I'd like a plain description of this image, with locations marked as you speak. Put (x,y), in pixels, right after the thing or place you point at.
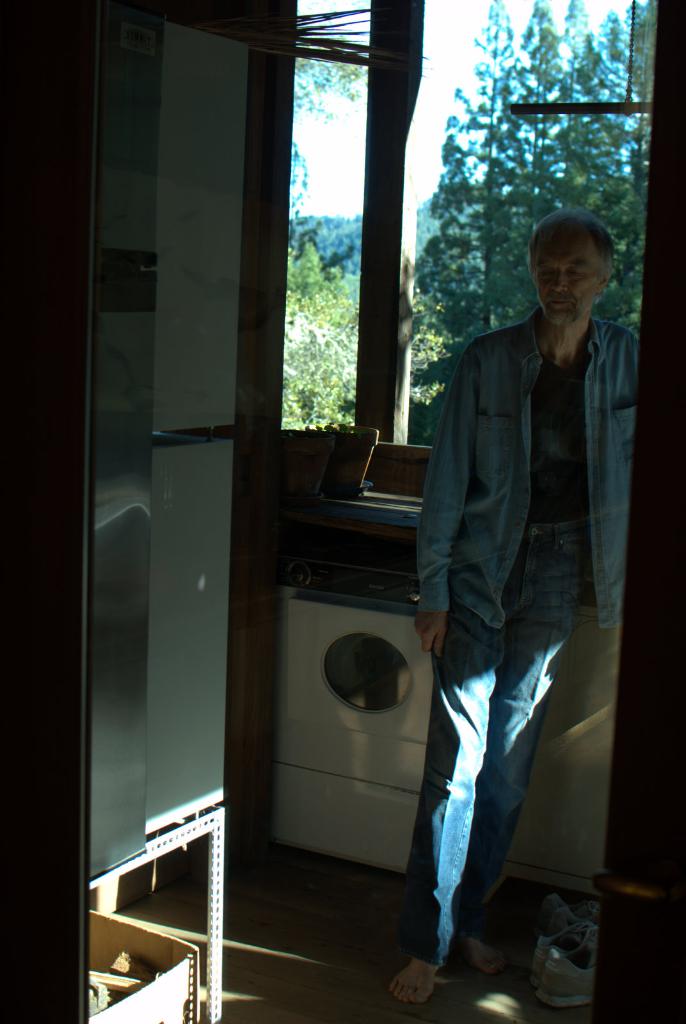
In this image I can see one man (485,433) is standing and I can see he is wearing blue colour of dress (486,801). On the right bottom side of this image (589,937) I can see two white colour shoes (555,930) and in the background (389,573) I can see a washing machine (389,573), number of trees (474,215) and the sky (351,177). I can also see a box (93,1016) on the bottom left side of the image (160,936).
